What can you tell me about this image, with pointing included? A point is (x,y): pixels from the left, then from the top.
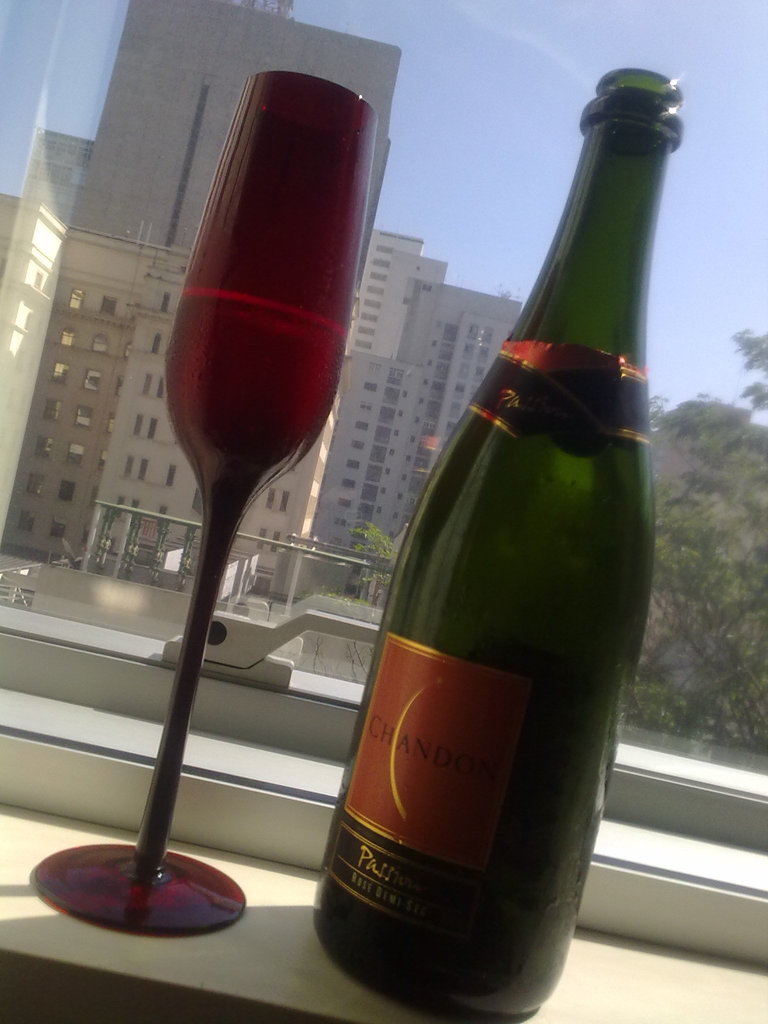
I can see in this image a glass bottle (484,528) and glass (195,441). I can also see there are few buildings (342,412) and a tree (715,520) with a blue sky (501,141).
